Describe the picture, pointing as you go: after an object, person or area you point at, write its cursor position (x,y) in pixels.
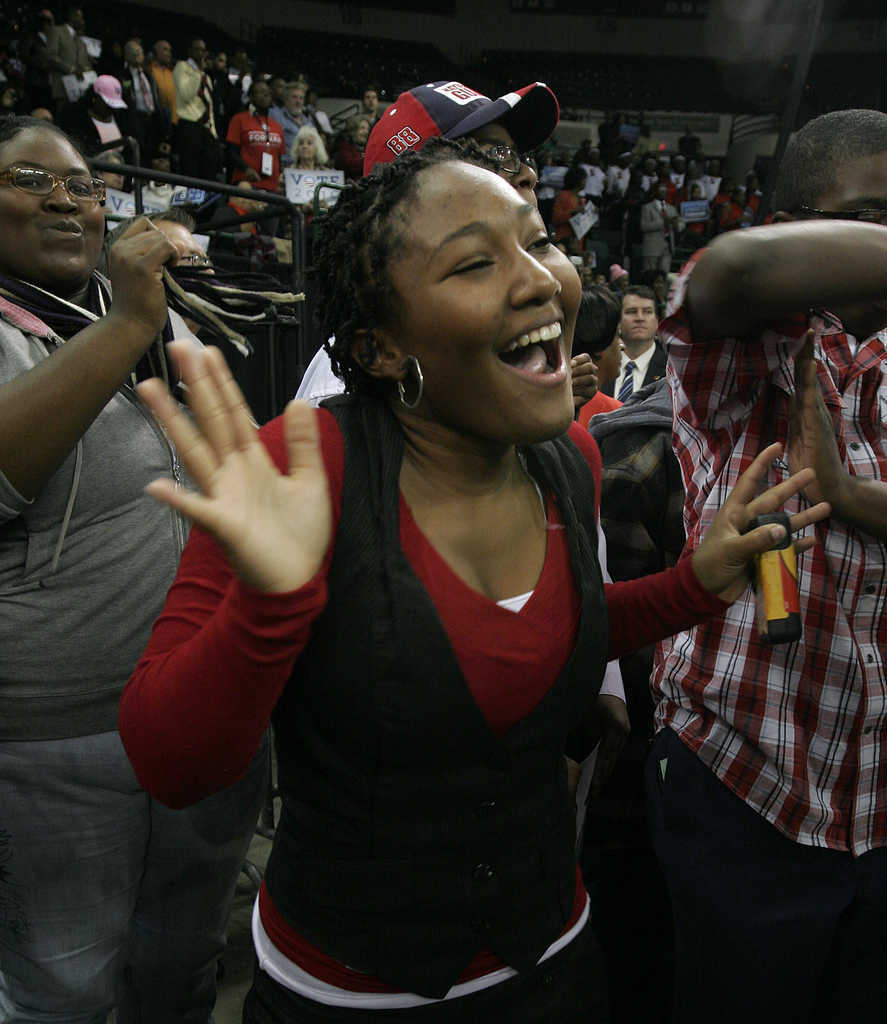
In this picture I can see a woman (382,402) standing in front (403,746) and I see that she is holding a thing (798,600). In the background (5,468) I can see number of people (63,253) standing and I see few of them (297,164) are holding boards (305,182) in their hands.
